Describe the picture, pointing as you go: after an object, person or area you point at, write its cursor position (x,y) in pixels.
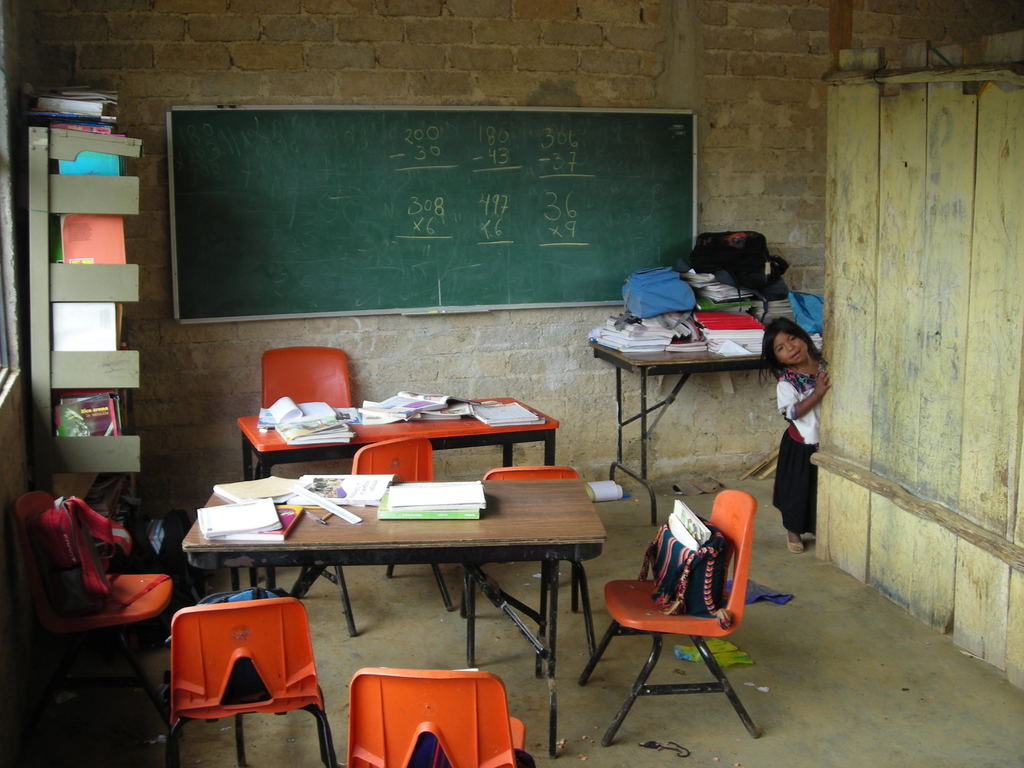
In the image there is a girl (780,490) stood near the wall (872,440) on right side (796,465), this picture seems to be taken in a class room (270,655), there are several desk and table (441,546) in the middle (371,433) with books (385,419) on it and on the wall (209,418) there is a green board (364,183) and to the left side (58,451) there is a rack (63,369) with full of books (101,319).
